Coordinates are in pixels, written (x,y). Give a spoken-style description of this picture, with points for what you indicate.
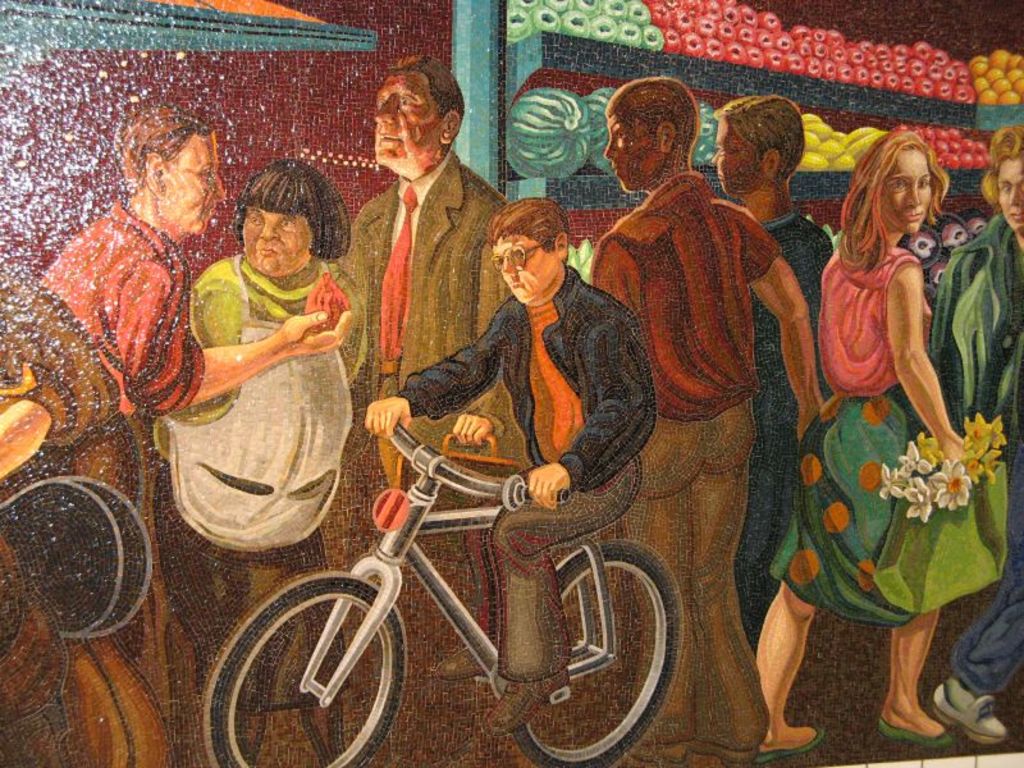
In this image, there is an art (755,128) contains some persons (489,183) standing and wearing clothes (144,388). There is a person (433,369) in the middle of the image (409,376) riding a bicycle (336,625). There are some fruits (883,53) in the top right of the image (854,131).
